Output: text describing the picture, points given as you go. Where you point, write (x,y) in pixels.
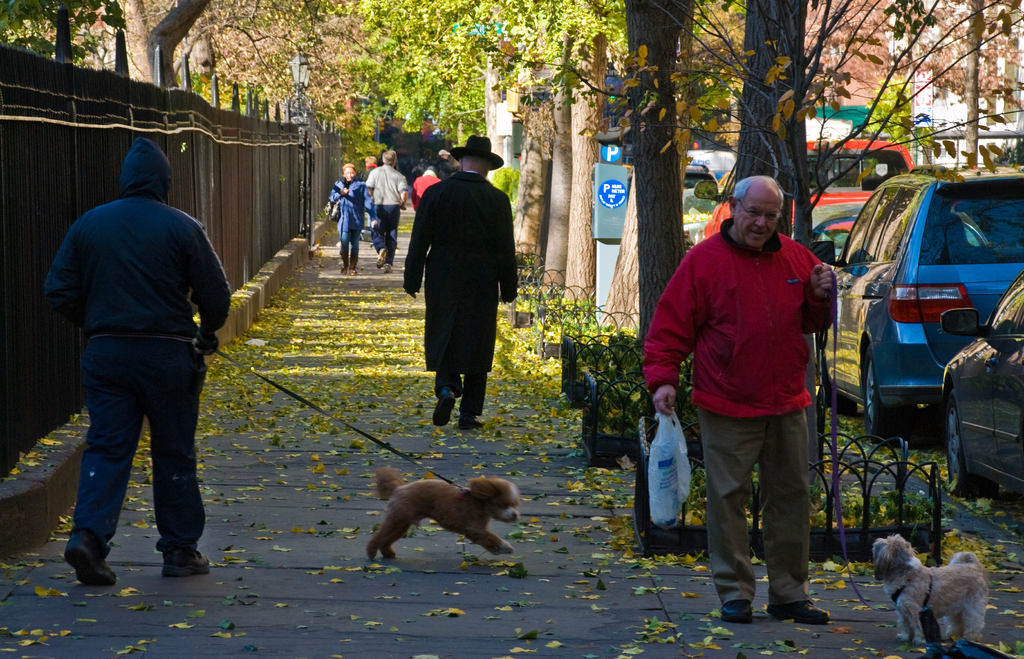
In this picture there are some people (430,268) those who are walking in the area (428,404), there is a man (669,305) at the right side of the image (692,261) who is holding a white color bag (678,494) in his right hand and leash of the dog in his left hand (813,277), there are some trees (582,170) around the area (414,392) and there are cars (916,196) at the right side of the image (897,297) and there is a man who is walking by holding leash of his dog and there are iron rods fencing (259,245) at the left side of the image (205,155).
